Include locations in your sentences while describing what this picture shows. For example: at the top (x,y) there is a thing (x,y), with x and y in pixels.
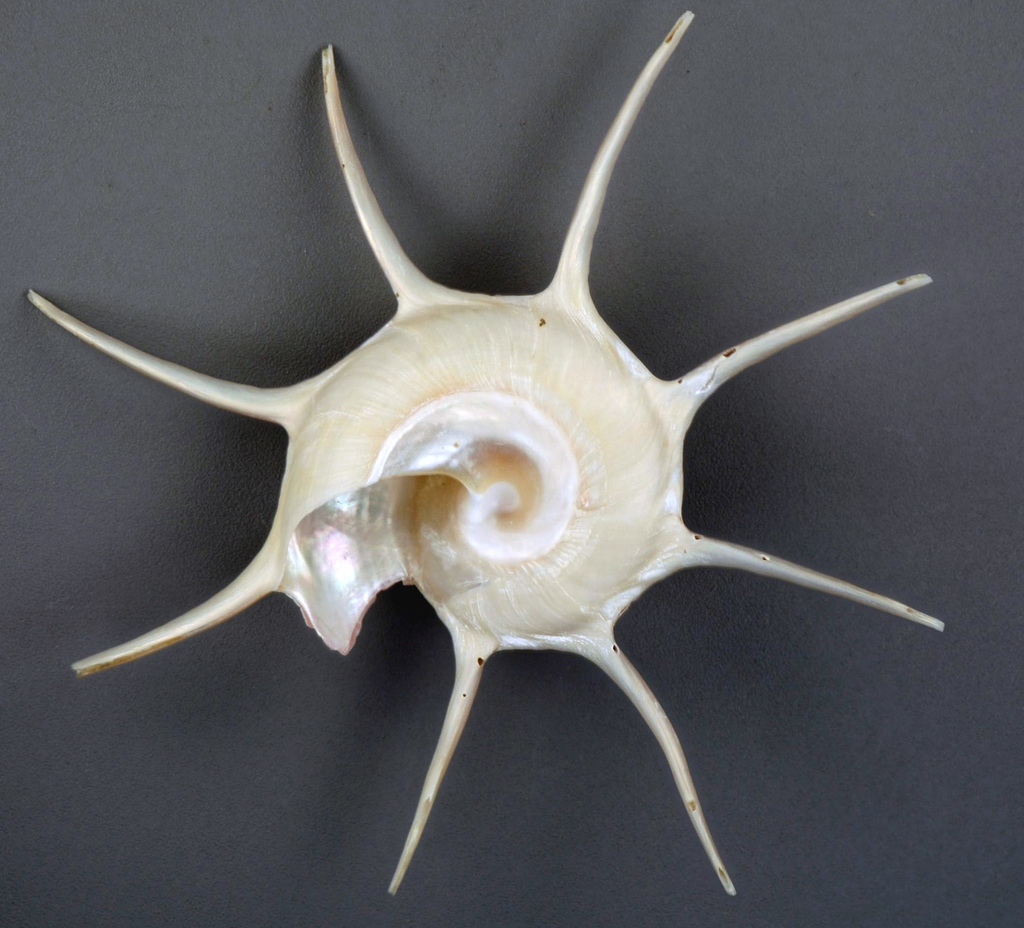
There is a white color snail's shell (543,407). And the background (287,906) is gray in color.
